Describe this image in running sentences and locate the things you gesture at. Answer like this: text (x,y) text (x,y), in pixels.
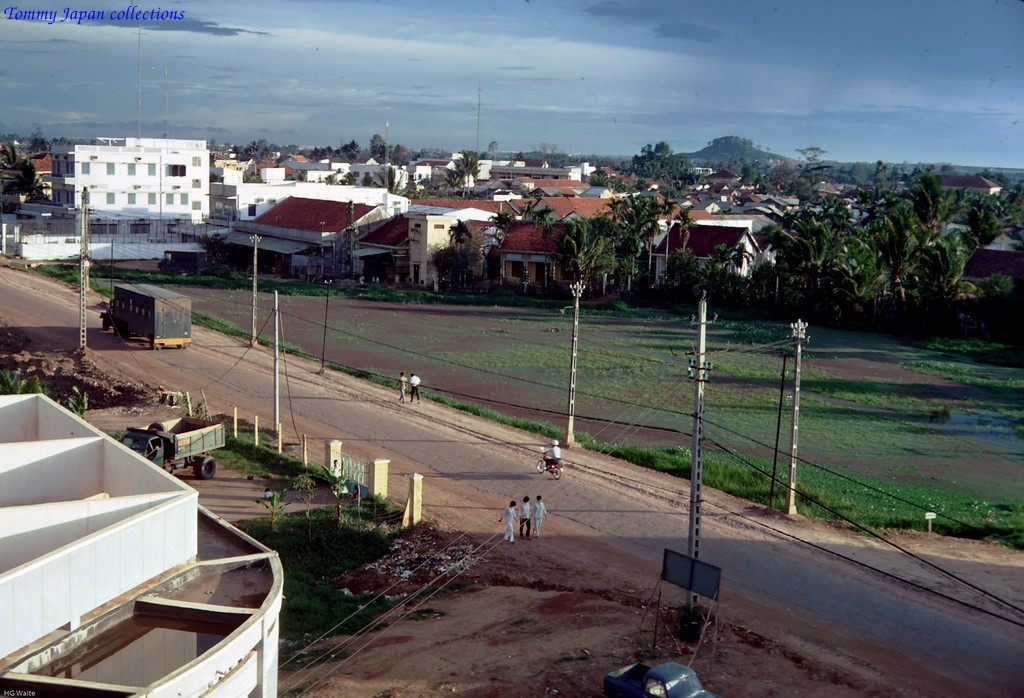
In this image I can see buildings (390,252), trees (623,264), poles (694,478) which has wires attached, people (535,534) standing on the ground (545,583) and water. I can also see vehicles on the road (315,437). In the background (460,91) I can see the sky (489,76).
